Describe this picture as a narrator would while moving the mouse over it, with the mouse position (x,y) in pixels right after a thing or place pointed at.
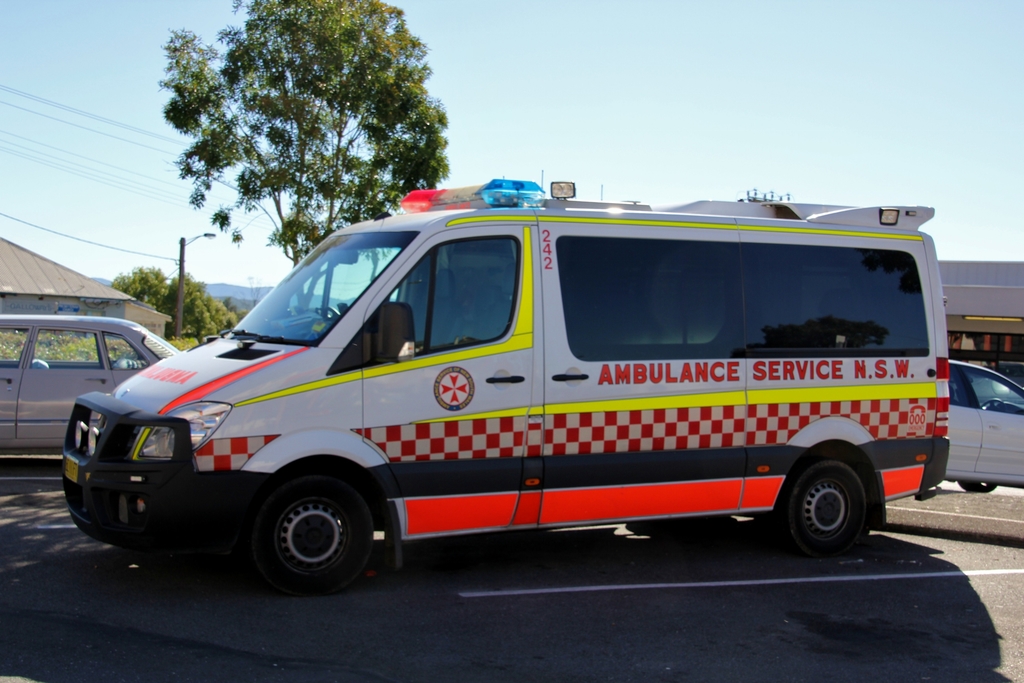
In this picture I can see an ambulance (849,468) and vehicles (1014,395) on the road (421,561), there are houses (33,264), trees (209,186), pole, light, cables (136,252), hills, and in the background (672,122) there is sky (835,83).
